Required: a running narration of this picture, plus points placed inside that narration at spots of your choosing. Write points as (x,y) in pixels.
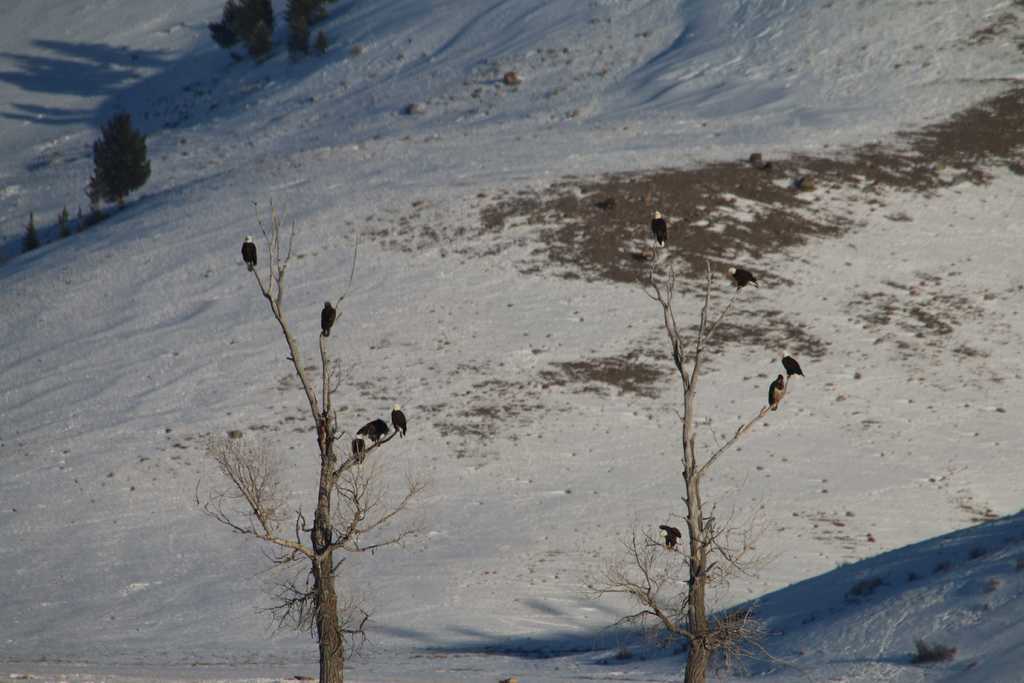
In this image there are trees (265,25) truncated, there are birds (327,325) in the trees (329,417), there is the snow (443,342), there are plants (924,645).
